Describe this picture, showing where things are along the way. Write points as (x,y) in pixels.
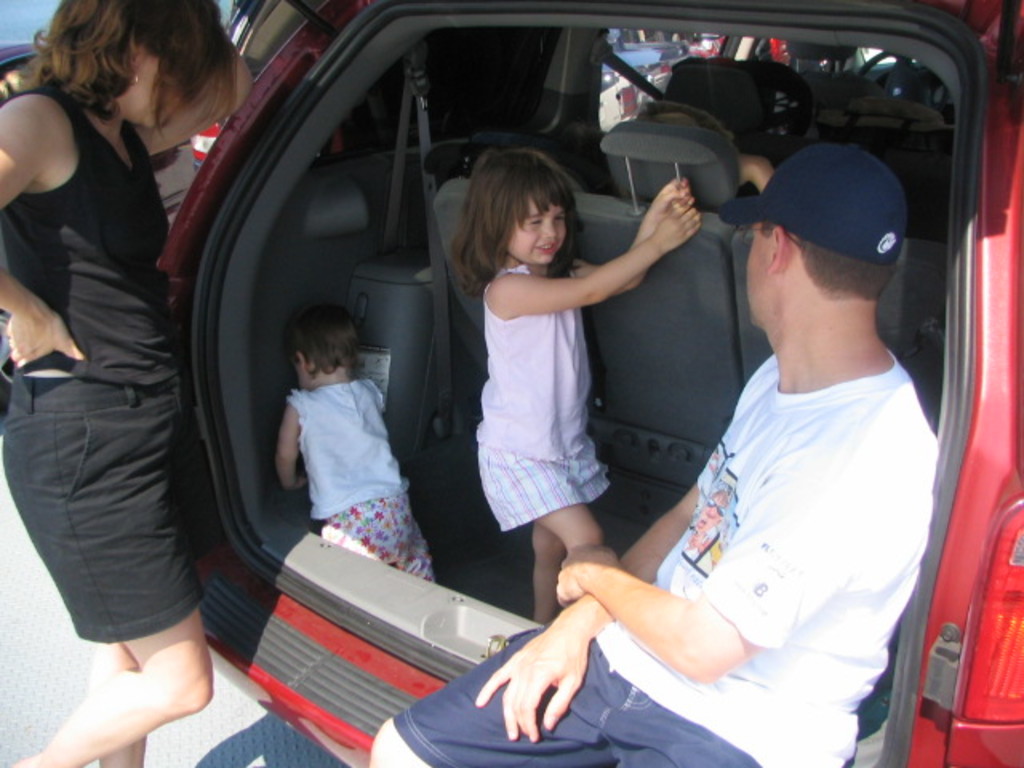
In this image I see a car (264,598), in which there are 2 children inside the car (612,134) and this man (678,762) is sitting over here and this woman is standing near to the car (309,43).
